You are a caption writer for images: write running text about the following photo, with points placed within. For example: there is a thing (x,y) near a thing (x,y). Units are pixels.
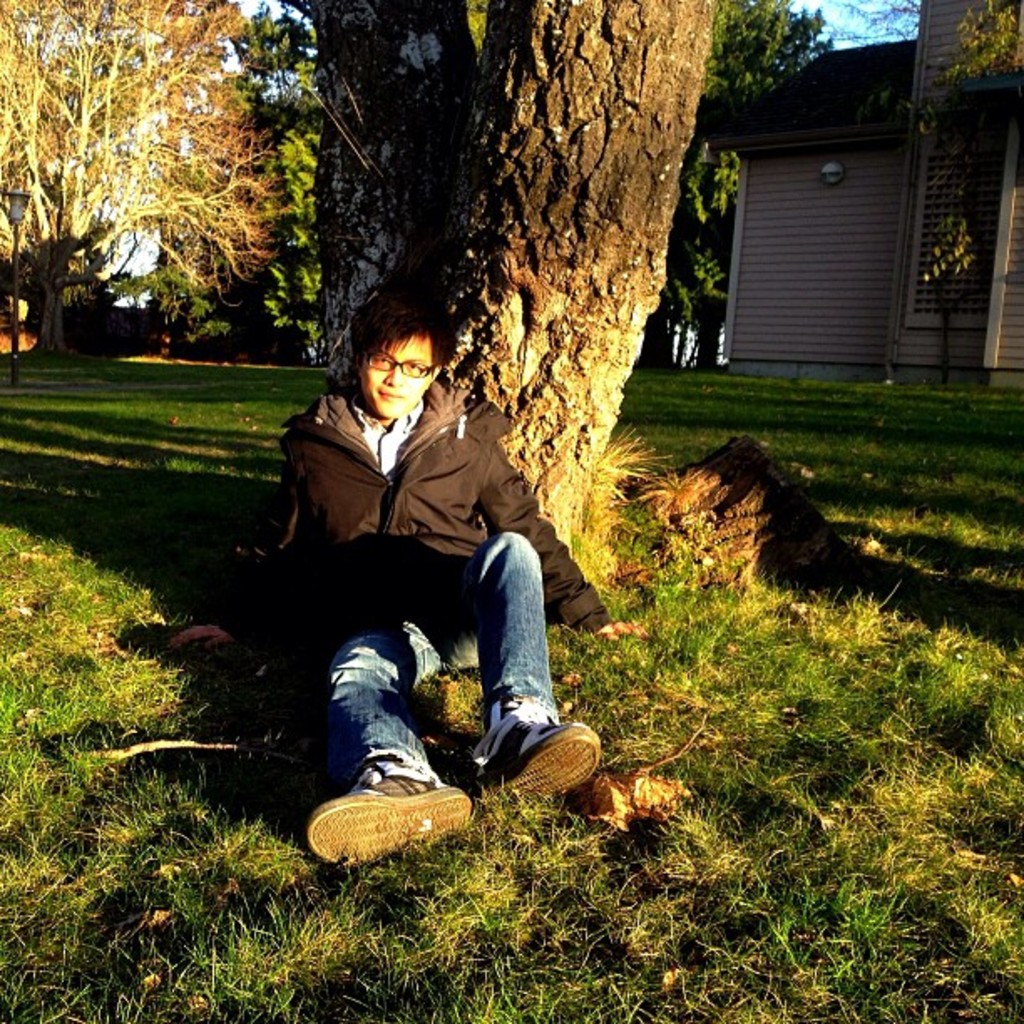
In this image we can see a house (893,274). There are many trees (129,96) in the image. There is a grassy land (877,988) the image. A person (512,582) is sitting on the grassy land (637,612). There is a sky (852,15) in the image.
